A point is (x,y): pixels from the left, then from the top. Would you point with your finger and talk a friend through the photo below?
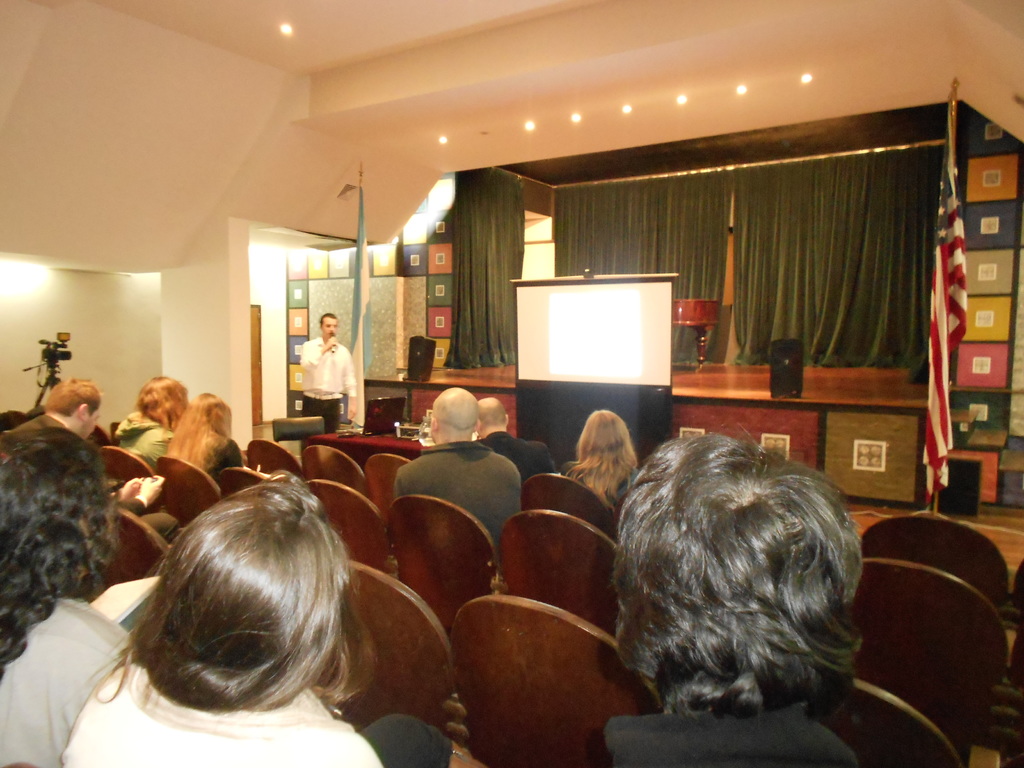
Most of the persons (654,629) are sitting on a red chair (407,584). Far there is a stage (719,401), in-front of this stage (697,392) there is a screen (626,362). On this stage (747,361) there are speakers (408,366). This person (336,362) is standing and speaking in-front of mic (331,340). Background of this man (345,347) there is a flag (366,315). On top (746,88) there are lights (681,98). On this table (384,436) there is a laptop (390,423) and things (410,428). Far there is a camera (50,363) with stand (50,363).
